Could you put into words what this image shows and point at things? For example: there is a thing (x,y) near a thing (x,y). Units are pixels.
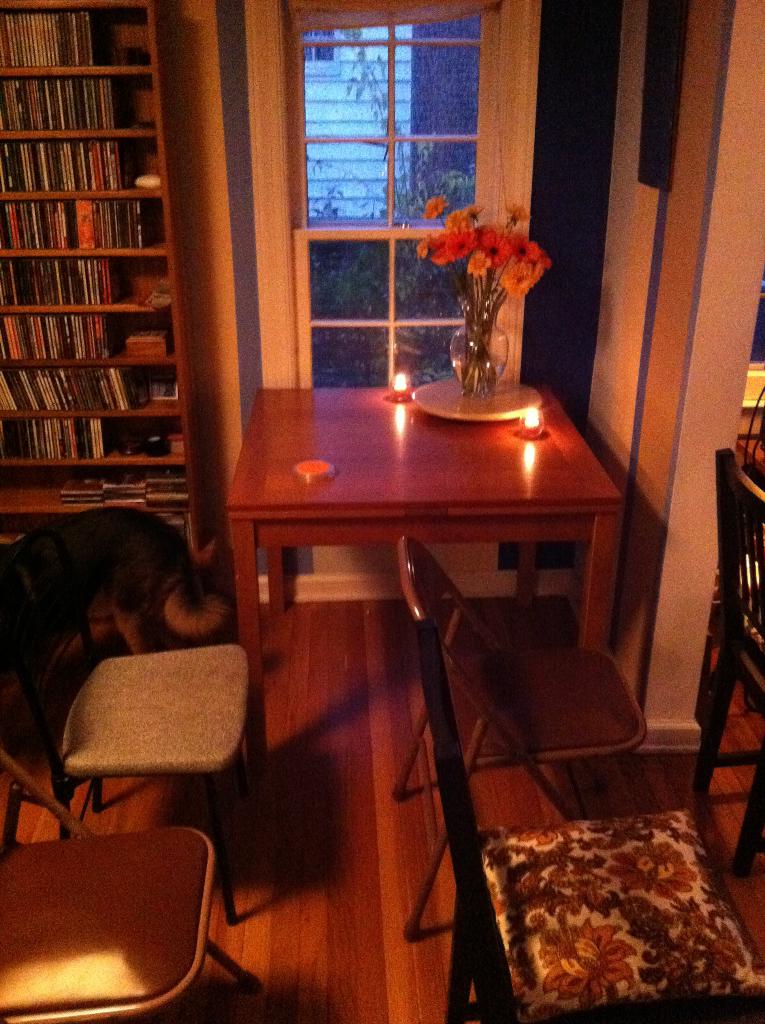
This is a room (417,880). In this room (417,880) there are five chairs (191,674). And there is a table (463,460). On the table (479,469) there is a flower vase (488,300) containing flowers (480,279) and two candles (535,432) are there on the table (320,412). Near to the table (497,443) there is a shelf (141,441) containing CDs (84,393). In front of the shelf (82,361) there is a cat (160,578). And in the background (344,192) there is a window (428,278).
